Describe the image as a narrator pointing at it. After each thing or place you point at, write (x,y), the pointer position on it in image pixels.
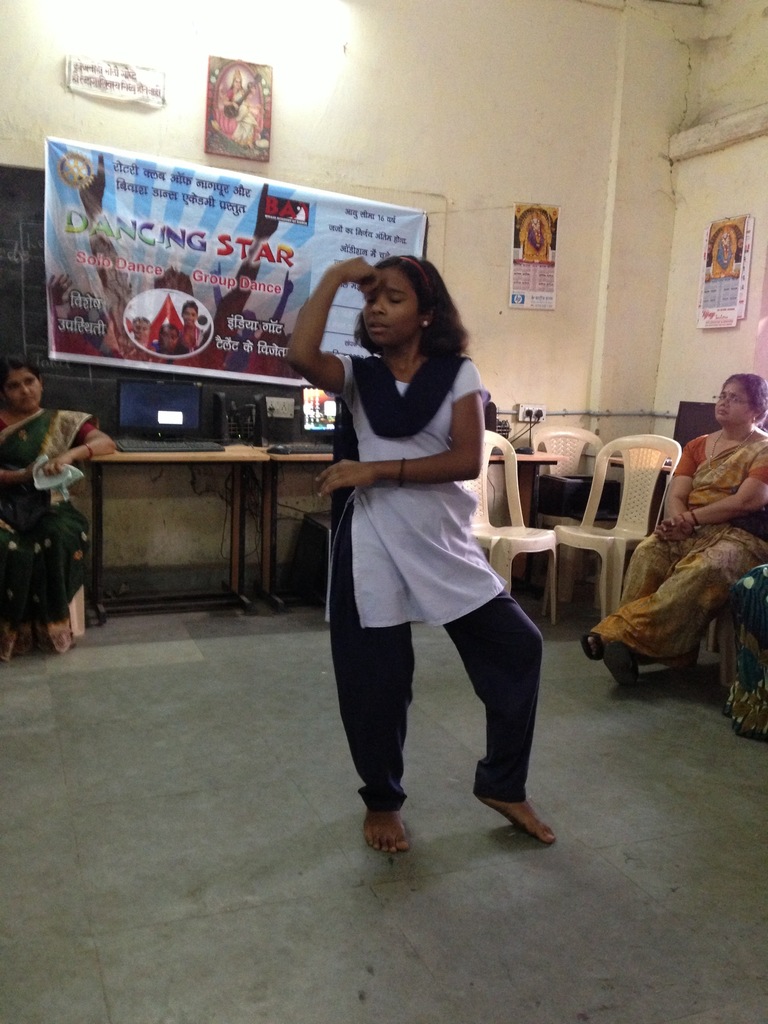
In this image we can see a girl (410,419) is dancing on the floor (172,665), there are group of people (21,561) sitting on the chairs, there is a table (94,589), and there are computers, keyboard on it, at the top (115,273) there is a banner (81,262), there is a photo frame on the wall (385,177).
